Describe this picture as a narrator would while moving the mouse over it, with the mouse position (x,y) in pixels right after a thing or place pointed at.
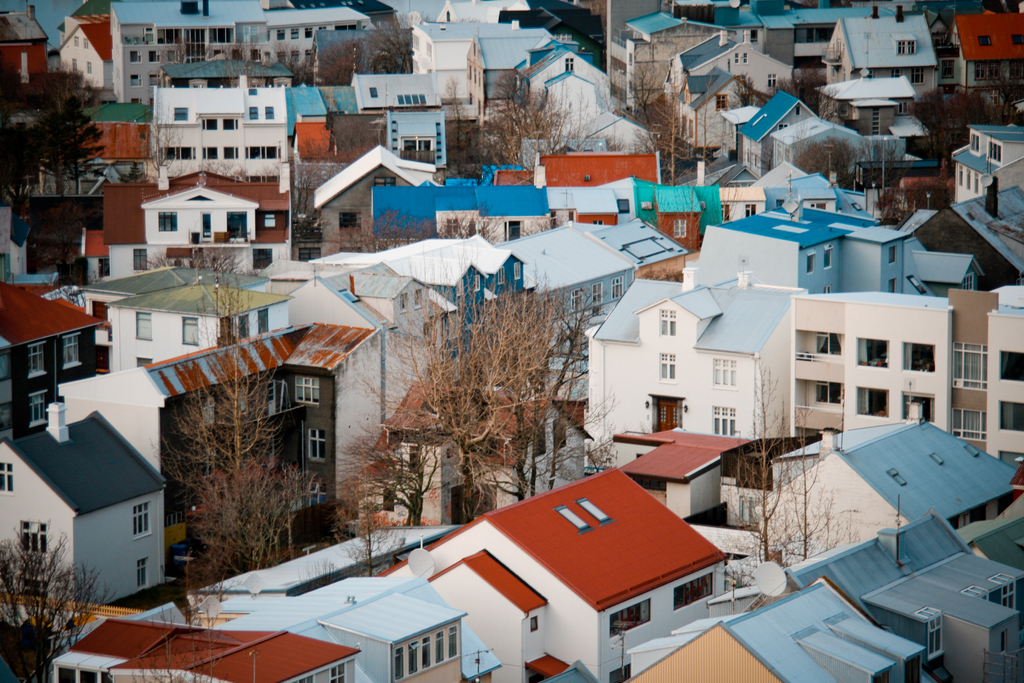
This picture is clicked in the city. In this picture, there are many trees (671,163) and buildings (584,106). These buildings (395,217) have roofs (383,94) which are in blue, red and grey color.
